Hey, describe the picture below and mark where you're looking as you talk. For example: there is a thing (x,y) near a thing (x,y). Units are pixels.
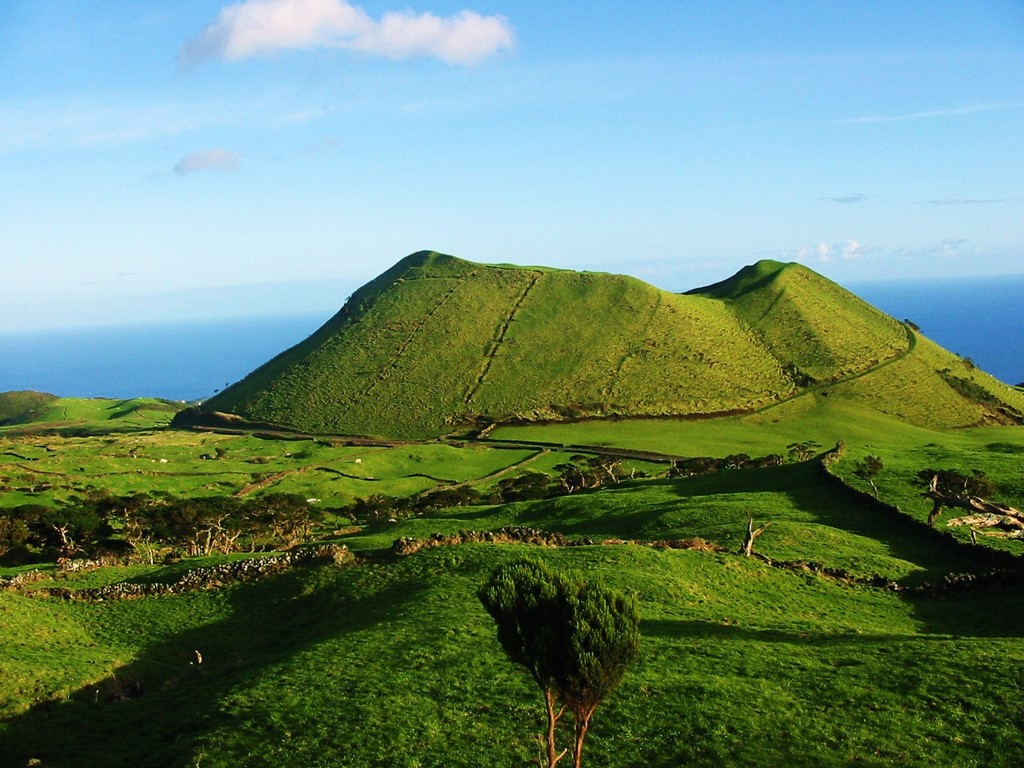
In this image I can see trees (593,613), the grass (588,368) and other objects (345,548) on the ground (337,511). In the background (358,111) I can see the sky (331,93) and the water (162,372).
